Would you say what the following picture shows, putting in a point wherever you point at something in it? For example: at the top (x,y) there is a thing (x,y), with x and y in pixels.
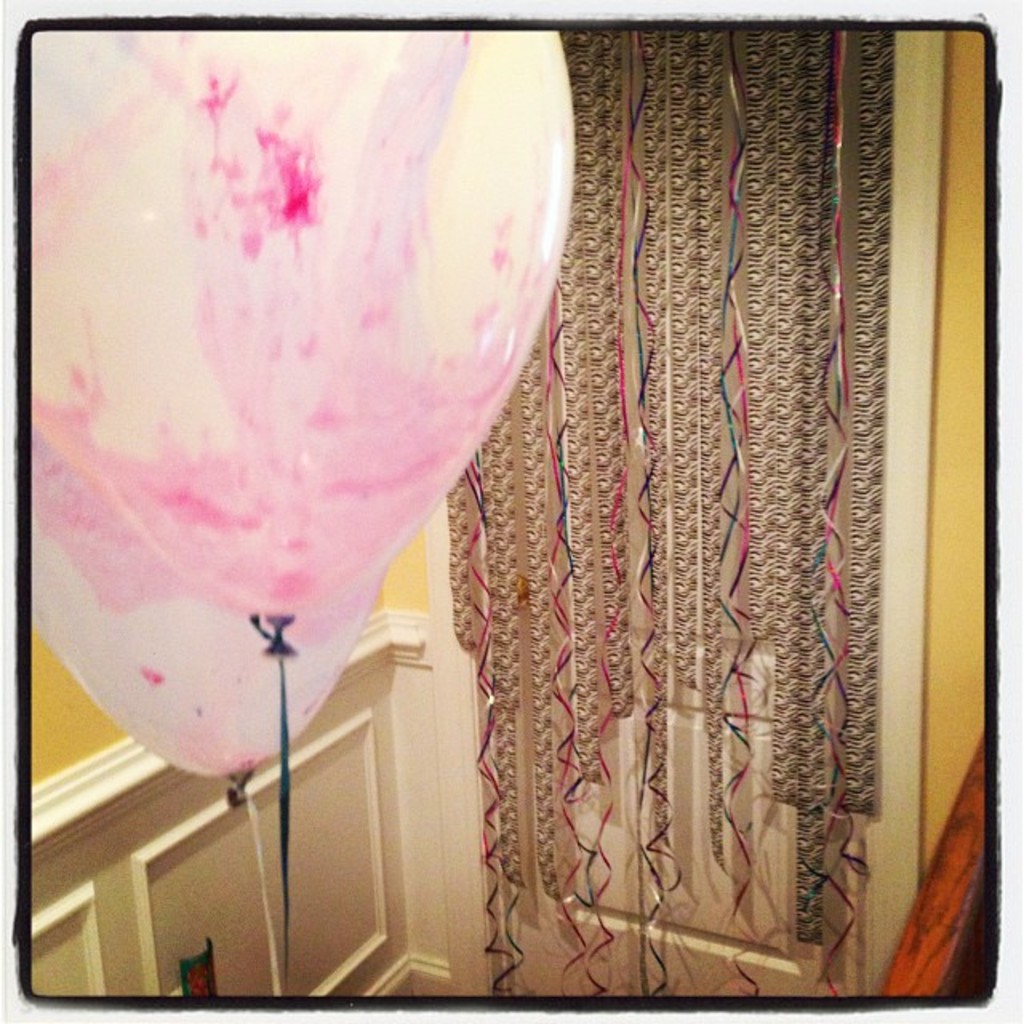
In this picture I can see the balloons (295,550). I can see decorative items (704,511).
